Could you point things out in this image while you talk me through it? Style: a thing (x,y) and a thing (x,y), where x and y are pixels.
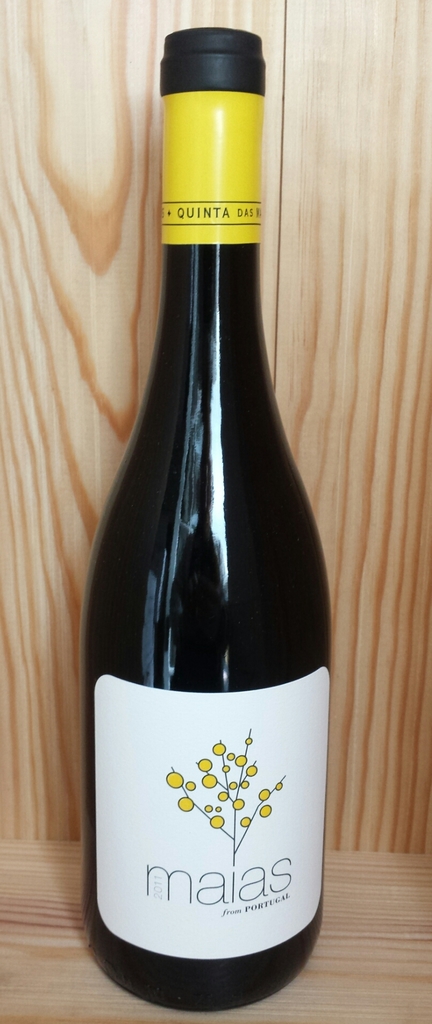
In this picture we can see a black wine bottle (184,178) placed on the wooden table top (129,1006).
